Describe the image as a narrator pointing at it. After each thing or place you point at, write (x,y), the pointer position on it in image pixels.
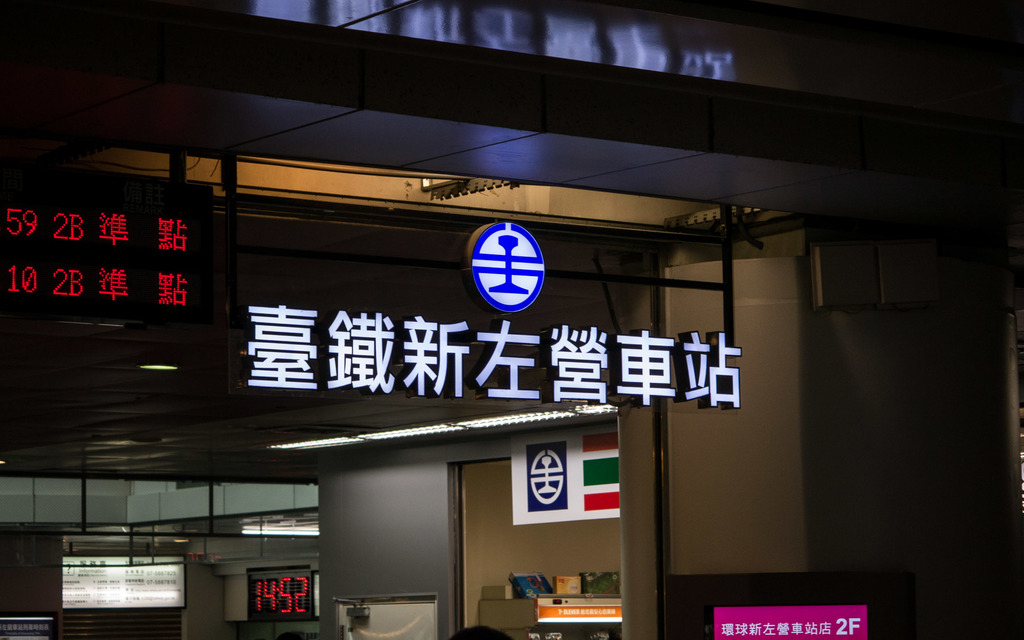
In this image in front (754,435) there is a building (397,281). In front of the building (175,410) there are boards (279,329) with some text (281,335) and numbers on it.
